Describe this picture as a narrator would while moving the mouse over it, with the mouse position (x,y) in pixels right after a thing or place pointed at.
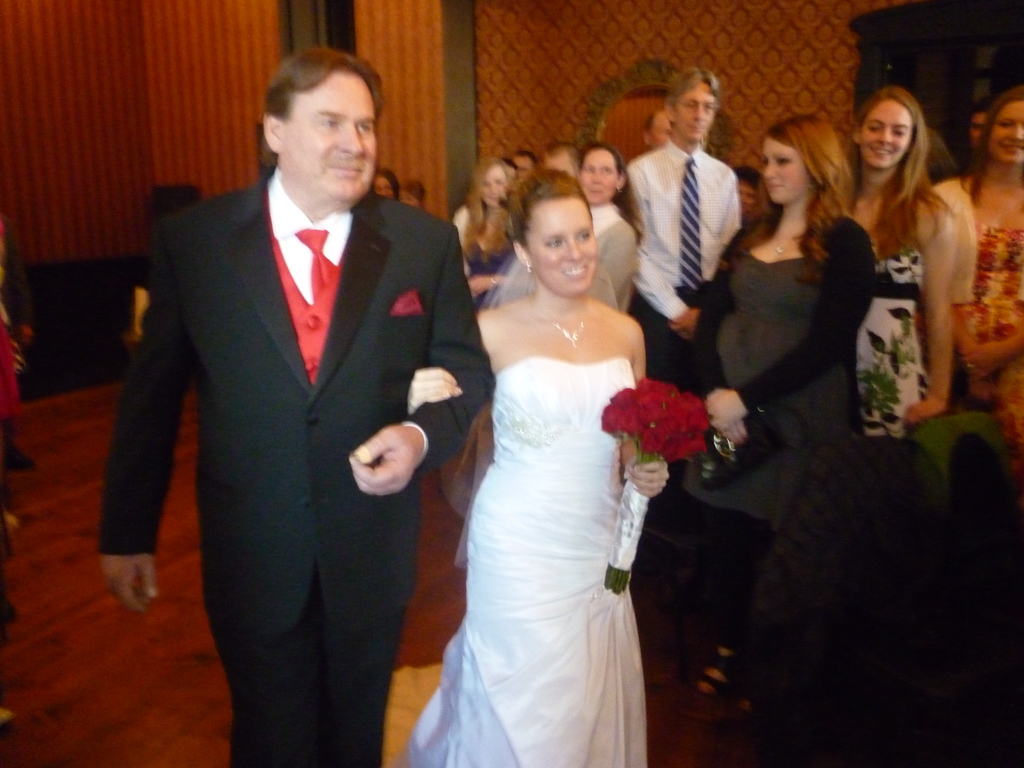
In this image we can see a man (340,293) and a woman (587,573) standing on the floor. In that a woman (558,577) is holding a bouquet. We can also see a group of people (744,354) standing, a cupboard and a mirror (650,101) on a wall (724,89).
